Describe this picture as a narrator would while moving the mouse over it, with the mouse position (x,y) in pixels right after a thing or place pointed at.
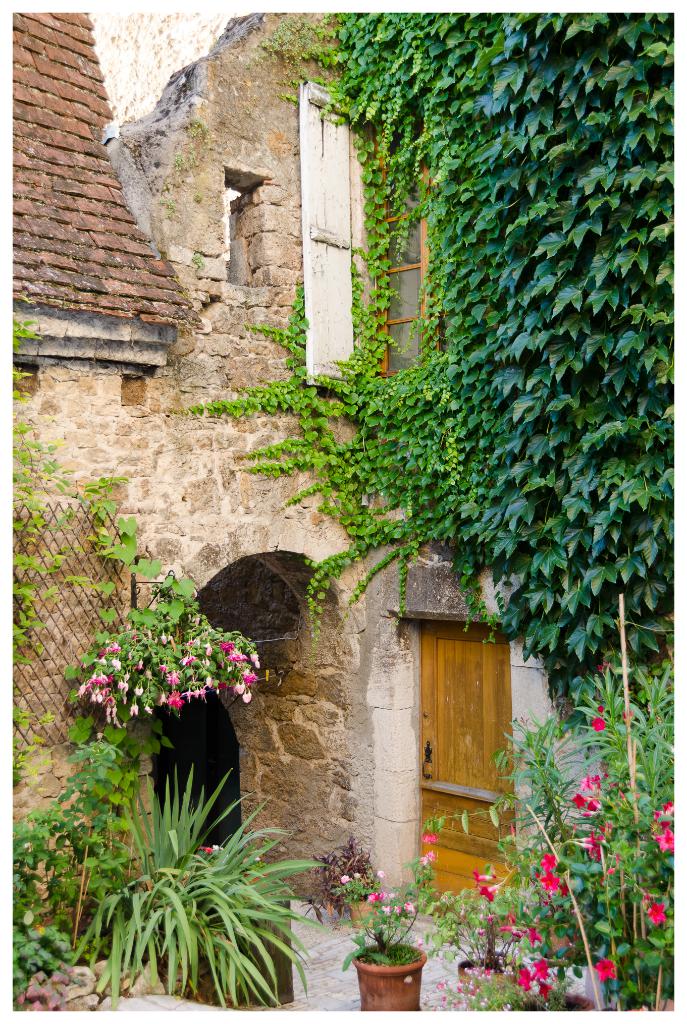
In the image there are plants (382,438) and trees (234,407) in front of an architecture (185,119).
